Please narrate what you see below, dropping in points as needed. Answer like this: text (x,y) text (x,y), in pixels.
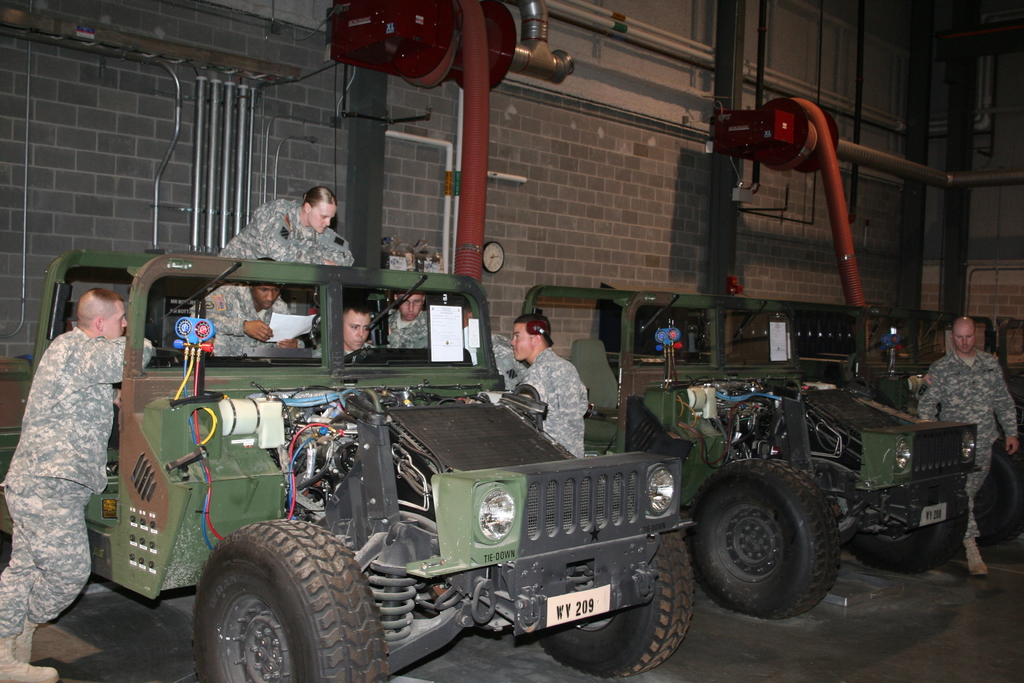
In this image we can see a jeep (816,451), here is the tire (711,531), here is the light (504,496), here are some persons (251,313) sitting, and some are standing, here is the wall (589,201).
